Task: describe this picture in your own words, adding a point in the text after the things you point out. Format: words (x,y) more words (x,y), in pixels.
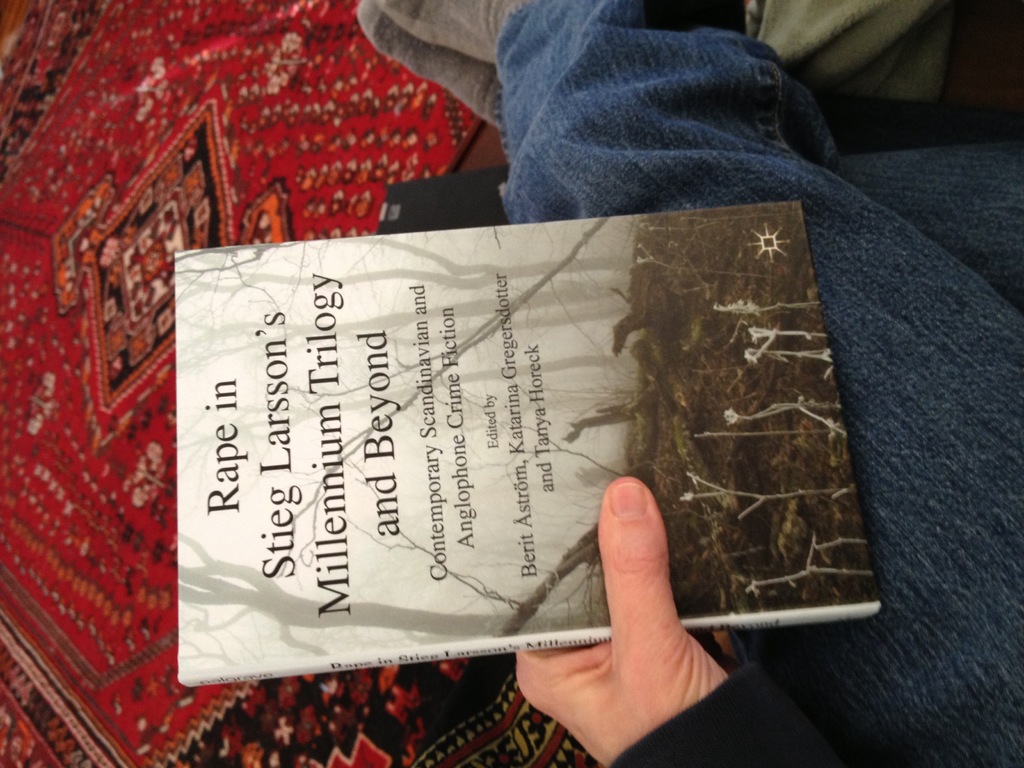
In this image I can see a person (1016,500) is holding a book (762,473) in hand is sitting near a rug (265,755) and some clothes (803,185). This image is taken may be in a room (559,564).
